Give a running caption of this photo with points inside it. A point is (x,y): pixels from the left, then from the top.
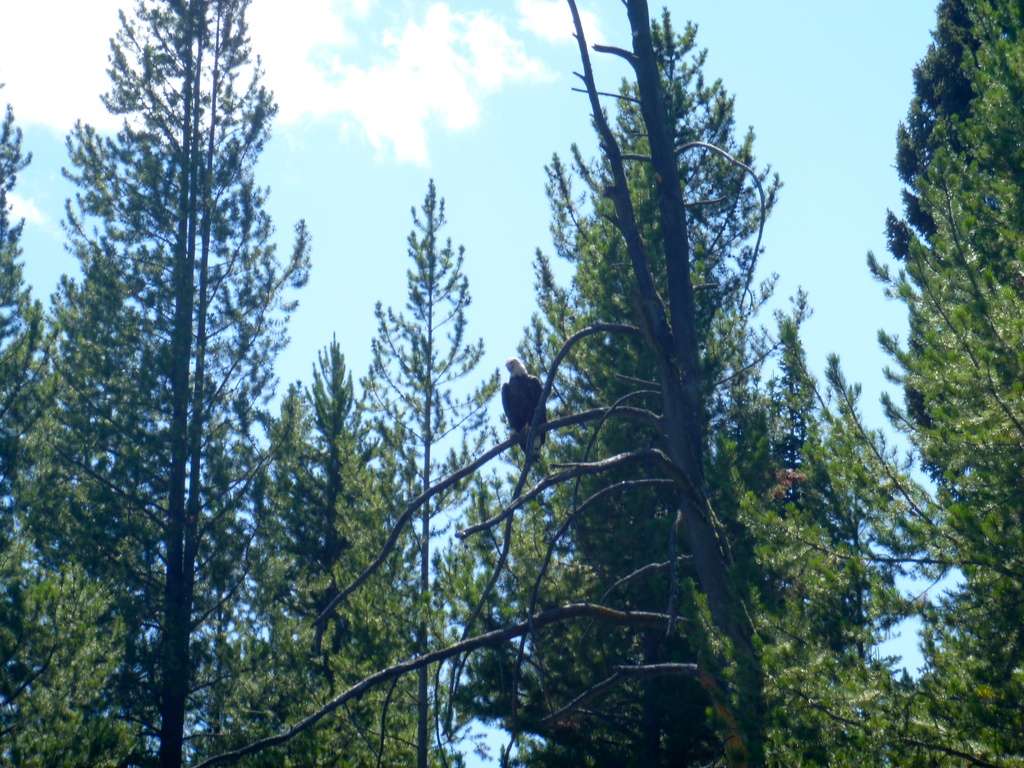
In this image there are many tall trees (674,434). There is a bird (527,389) standing on a branch (482,460). There are clouds (142,127) in the sky (393,101).
